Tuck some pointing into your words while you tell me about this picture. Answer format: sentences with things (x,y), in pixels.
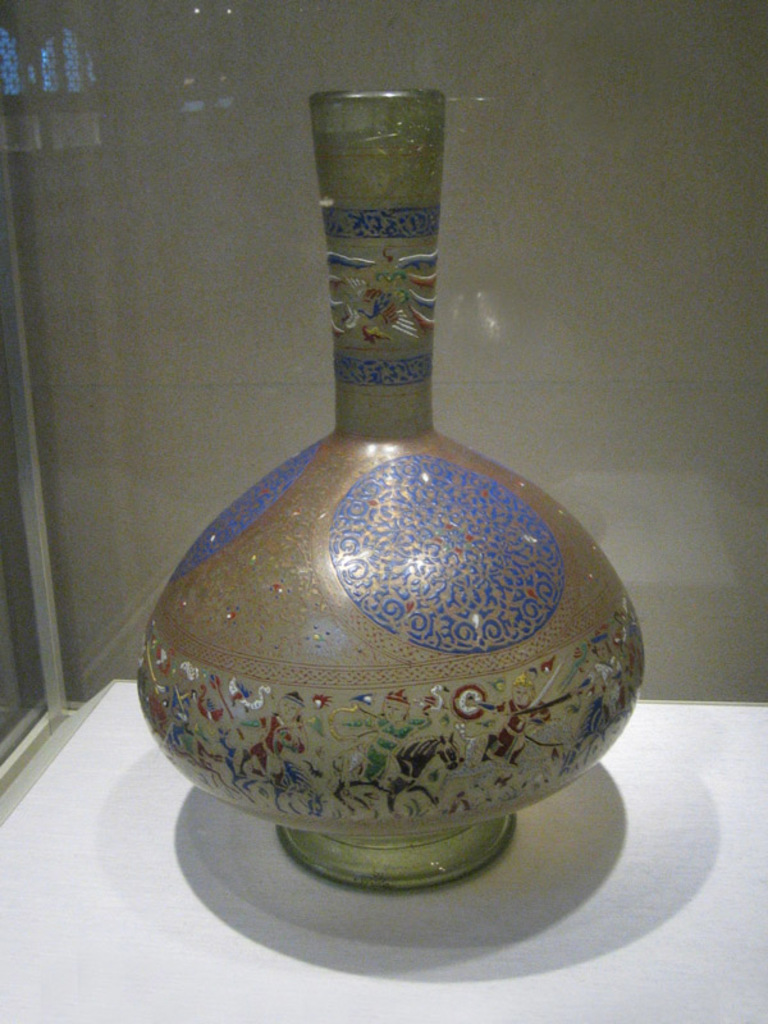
In the center of the image (421,593) there is a pot (428,767) placed on the white surface (501,933).
